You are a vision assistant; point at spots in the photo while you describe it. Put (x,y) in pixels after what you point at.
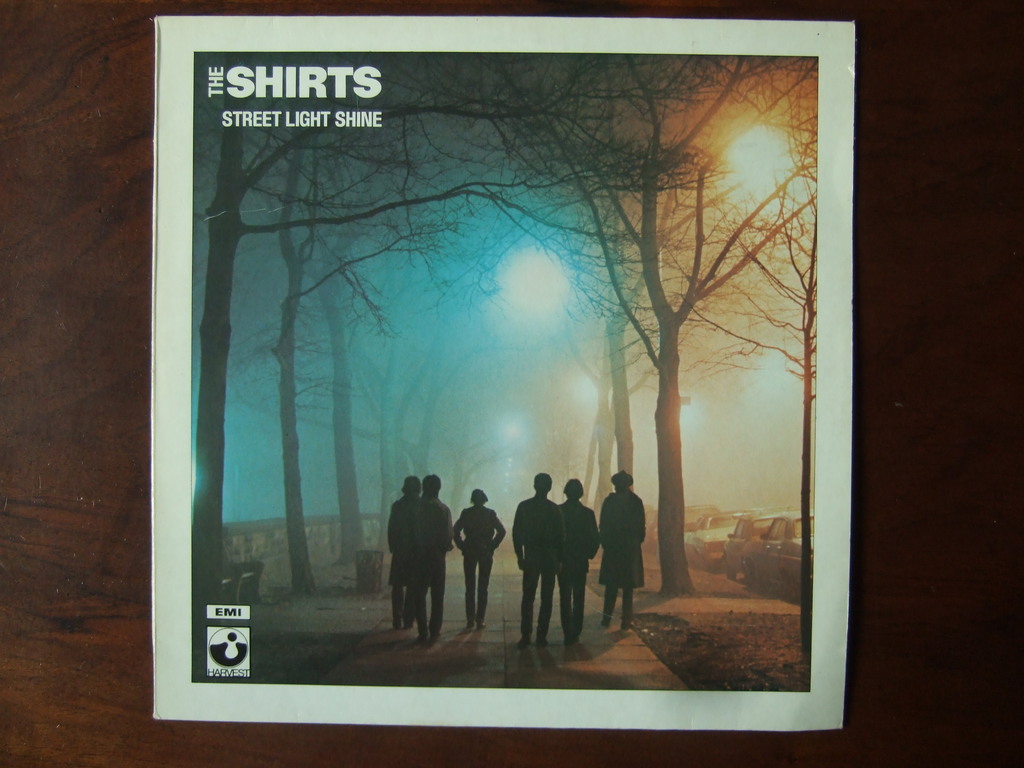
In this picture, we see six men (394,581) are walking on the road (471,648). On either side of the road (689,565), we see trees (665,449). On the right side (753,554), there are cars (754,554) parked on the road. On the left side (324,553), we see a wall (314,536). We see the street lights (744,185). This might be a photo frame. In the background (96,564), it is brown in color.
